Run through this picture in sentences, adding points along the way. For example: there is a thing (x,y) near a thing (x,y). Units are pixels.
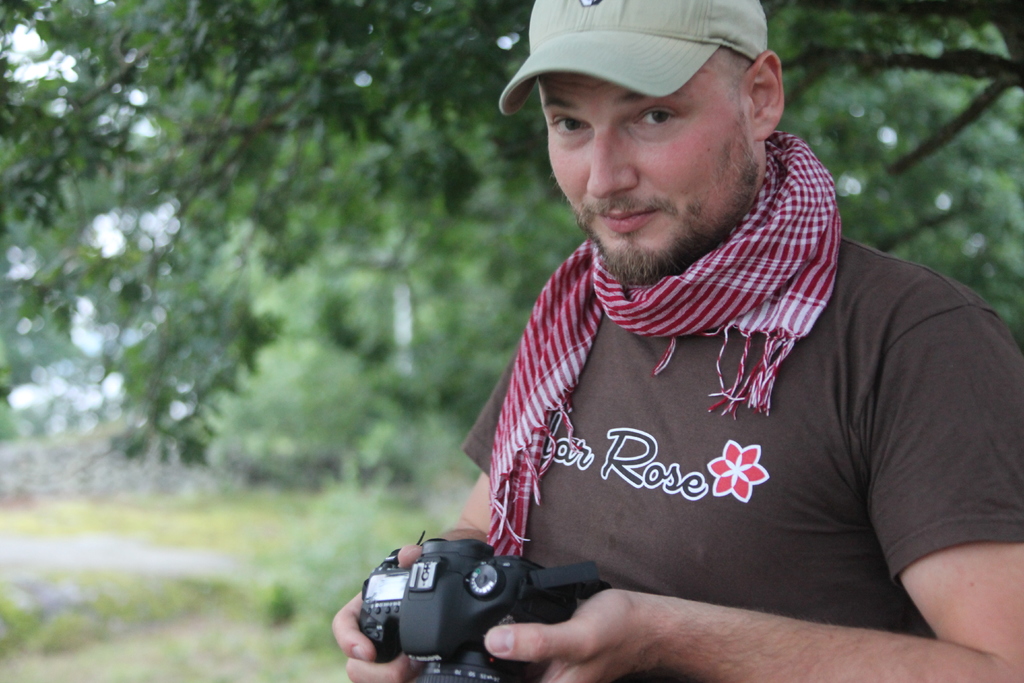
A man (609,364) is holding camera (405,624) in his hand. In the background (234,287) there are trees (240,220).
